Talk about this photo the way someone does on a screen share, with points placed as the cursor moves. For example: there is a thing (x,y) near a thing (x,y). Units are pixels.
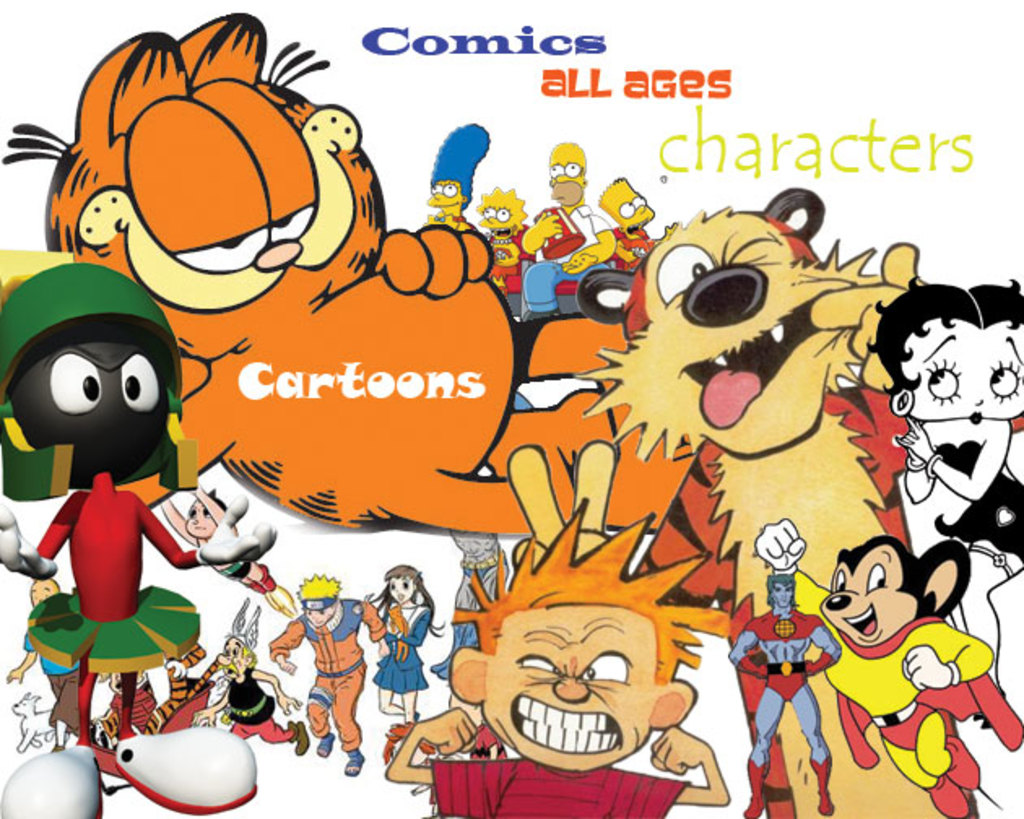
In the image we can see some comic characters (690,570).
